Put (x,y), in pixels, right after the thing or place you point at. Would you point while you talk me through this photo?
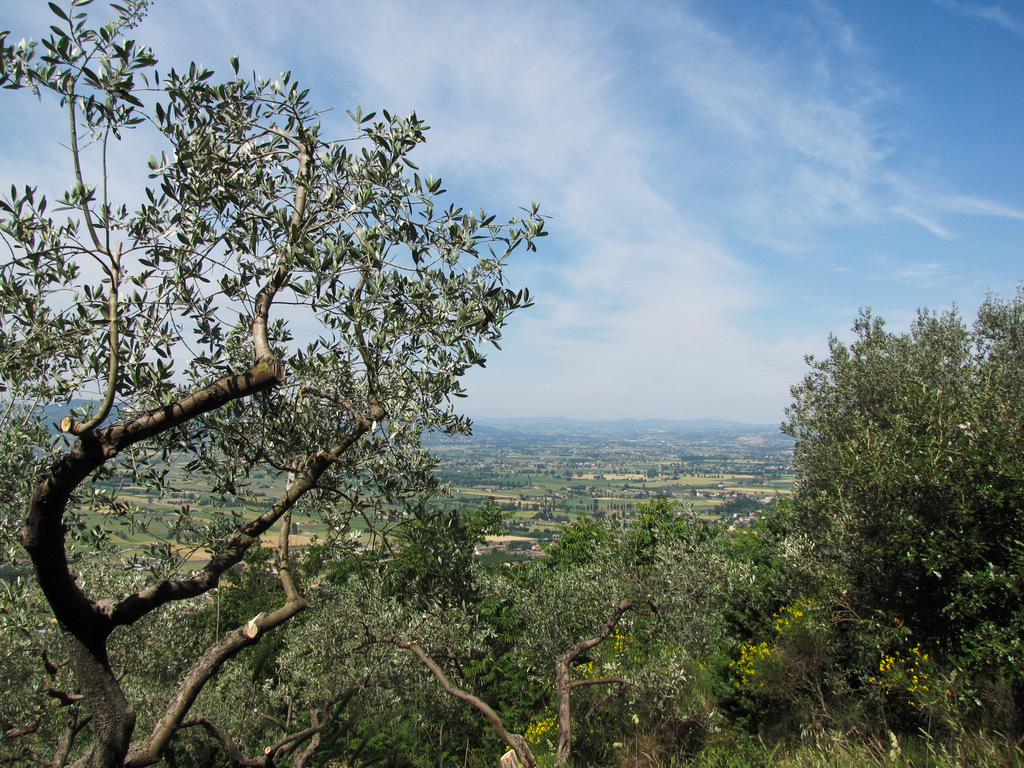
In the center of the image (379,463) there are trees (836,467). In the background (729,383) there is sky (660,261) and we can see hills (523,425).
